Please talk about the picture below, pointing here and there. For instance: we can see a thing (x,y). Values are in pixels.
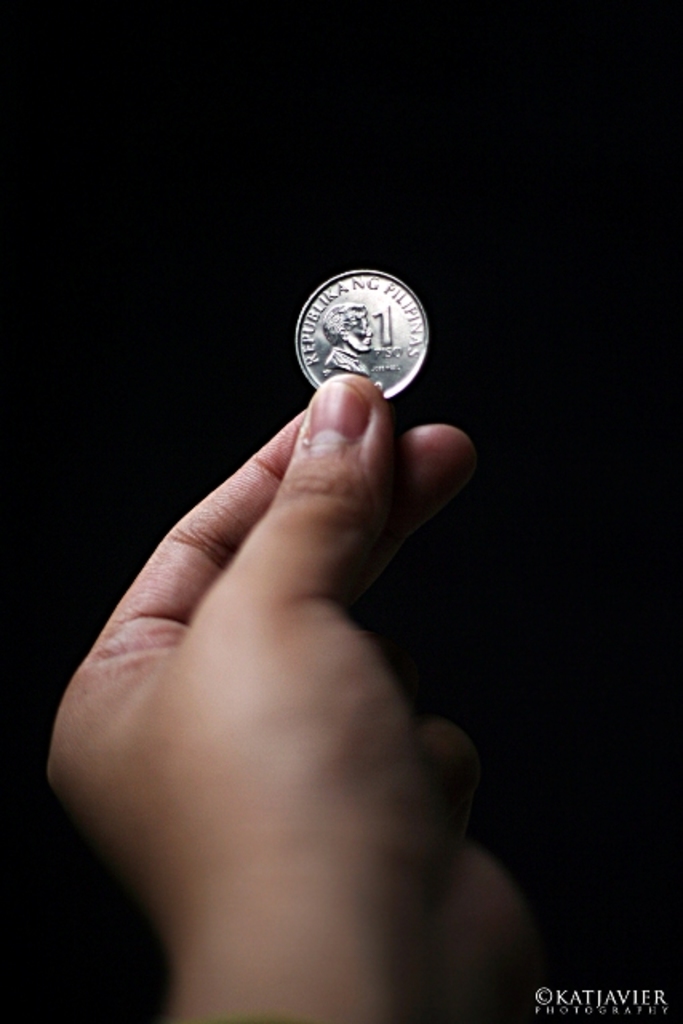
In this image I can see the person (344,676) holding a coin (367,336) and I can see the dark background (572,871).
